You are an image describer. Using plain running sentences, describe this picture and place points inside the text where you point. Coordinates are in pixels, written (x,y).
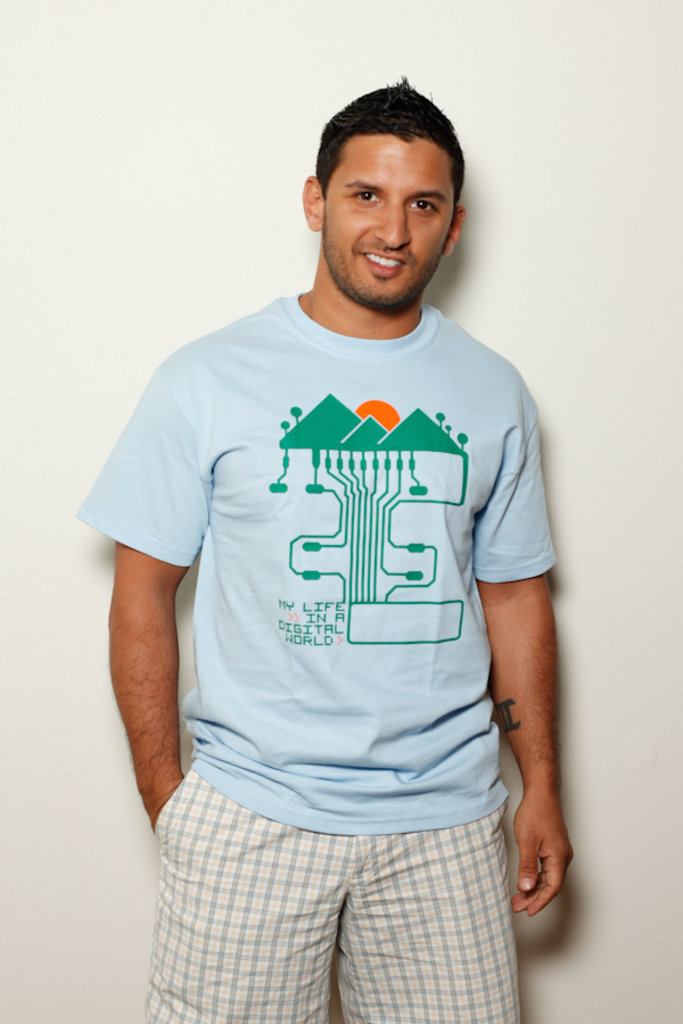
This picture seems to be clicked inside. In the center (367,509) there is a man (315,405) wearing t-shirt (347,392), smiling and standing. In the background (285,13) there is a white color object (108,374) seems to be a wall (437,90).
